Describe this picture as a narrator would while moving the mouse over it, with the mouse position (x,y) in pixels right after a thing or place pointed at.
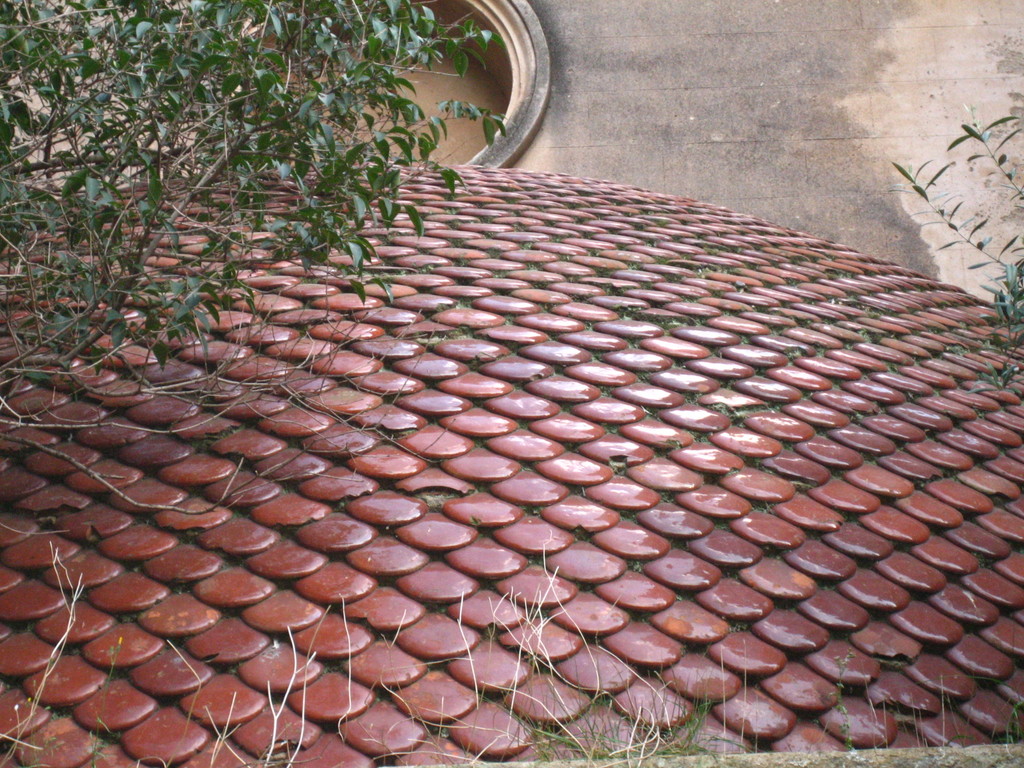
In this picture we can see the grass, design (842,739), plants (86,196), platform (605,67) and an object (504,73).
